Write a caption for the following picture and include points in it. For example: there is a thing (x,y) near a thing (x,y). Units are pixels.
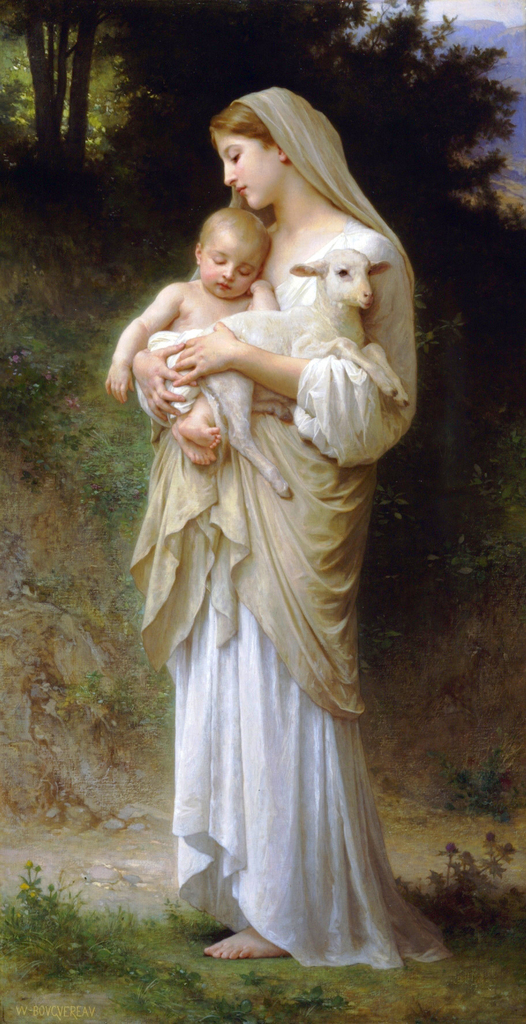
In this picture I can see a painting (114,350) of a woman (228,353) standing and carrying a baby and a lamb (366,348), there are plants (113,163) and trees (496,260).
